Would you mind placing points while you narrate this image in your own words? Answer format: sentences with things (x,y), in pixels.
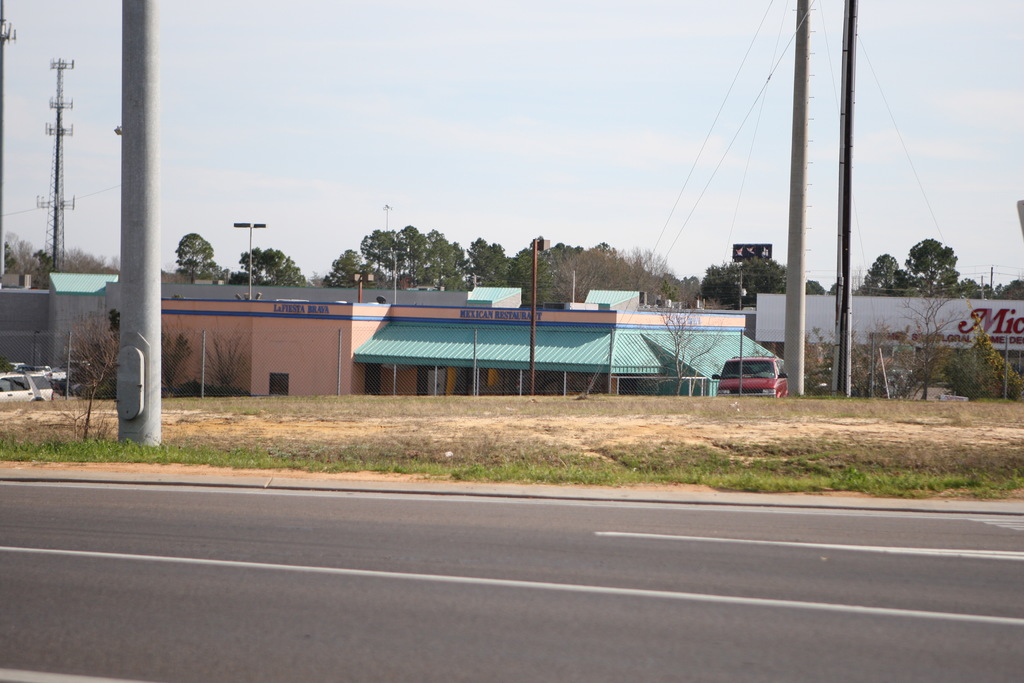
In this image I can see the road (378,568), the ground (457,413), some grass (472,441) on the ground (789,458), few poles (150,62), a car (747,372) and few buildings (945,312). In the background (883,278) I can see few trees (911,282), a tower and the sky (398,138).
